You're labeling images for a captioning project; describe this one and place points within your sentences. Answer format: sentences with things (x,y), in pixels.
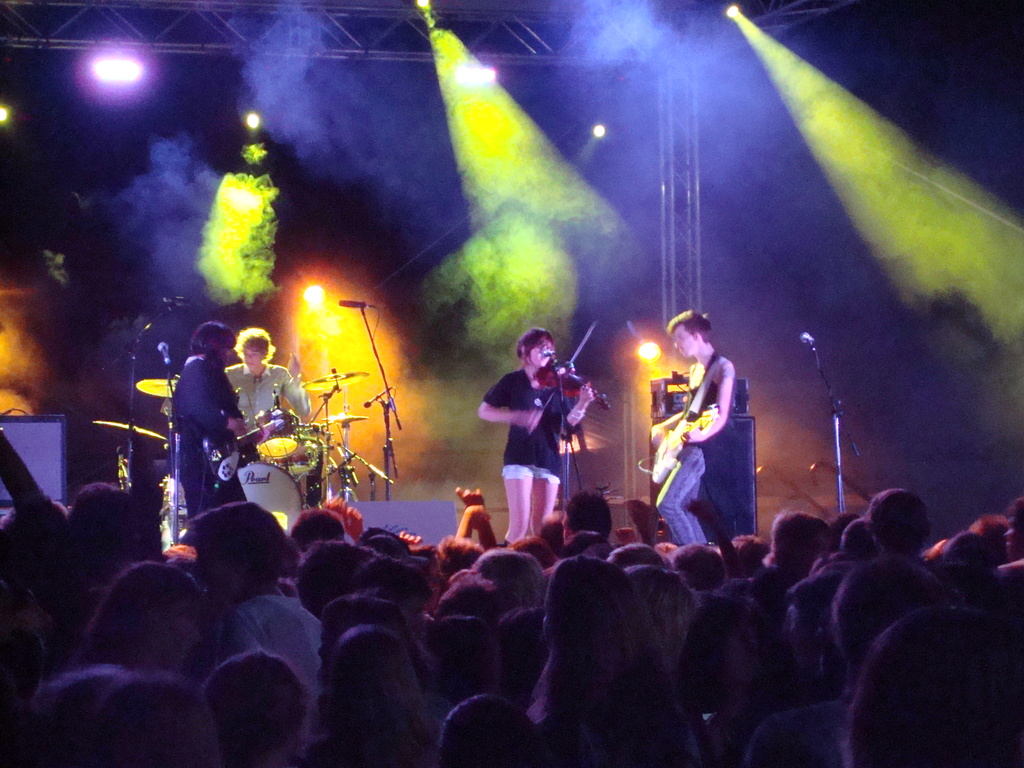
This picture consists of crowd (818,604) at the bottom (824,605), in the middle (509,403) I can see there are persons (724,403) holding musical instrument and some musical instruments (263,464) visible beside persons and there are colorful lights (910,191) and stands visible at the top (560,227).
